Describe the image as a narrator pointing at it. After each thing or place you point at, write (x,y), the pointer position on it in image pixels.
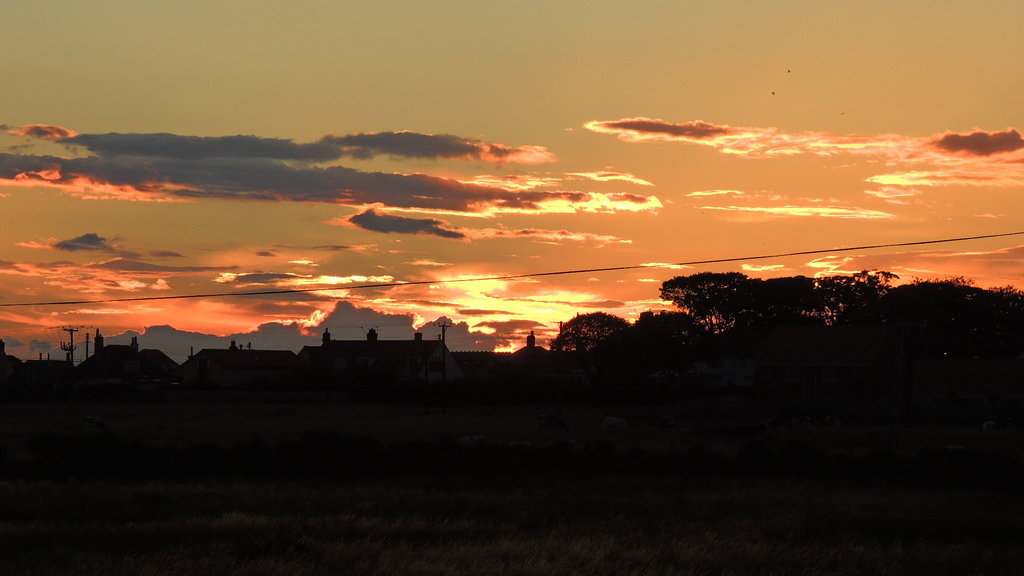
In this image we can see buildings (741,365), trees (915,349) and electric poles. In the background (272,129) there is sky (559,190) with clouds (591,175). And the image is looking dark.
